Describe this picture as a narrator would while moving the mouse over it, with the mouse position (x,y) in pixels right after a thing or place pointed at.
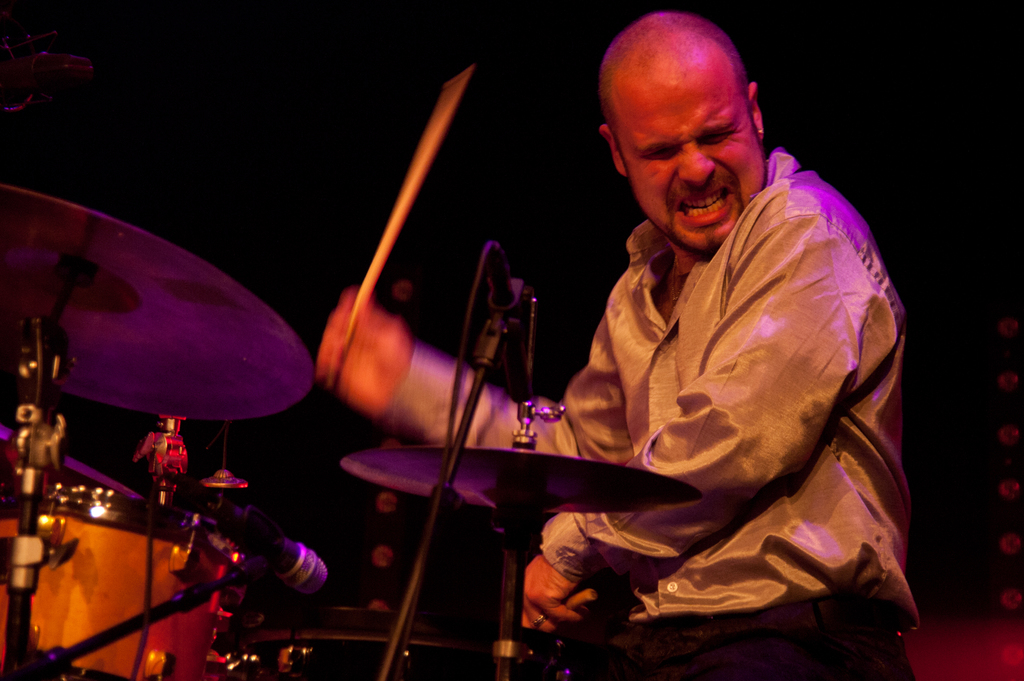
Here we can see a man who is playing drums (297,371). And this is mike (314,559).
